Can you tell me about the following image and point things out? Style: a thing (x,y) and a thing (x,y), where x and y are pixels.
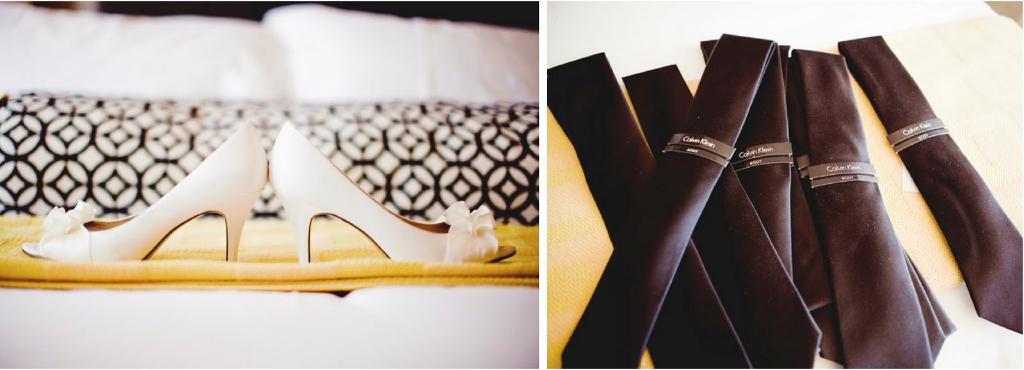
It is a collage image. On the right side of the image (809,178) there are ties (809,178) on the table (915,18). On the left side of the image (215,245) there are heels (295,177), cushions (25,151) on the bed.
